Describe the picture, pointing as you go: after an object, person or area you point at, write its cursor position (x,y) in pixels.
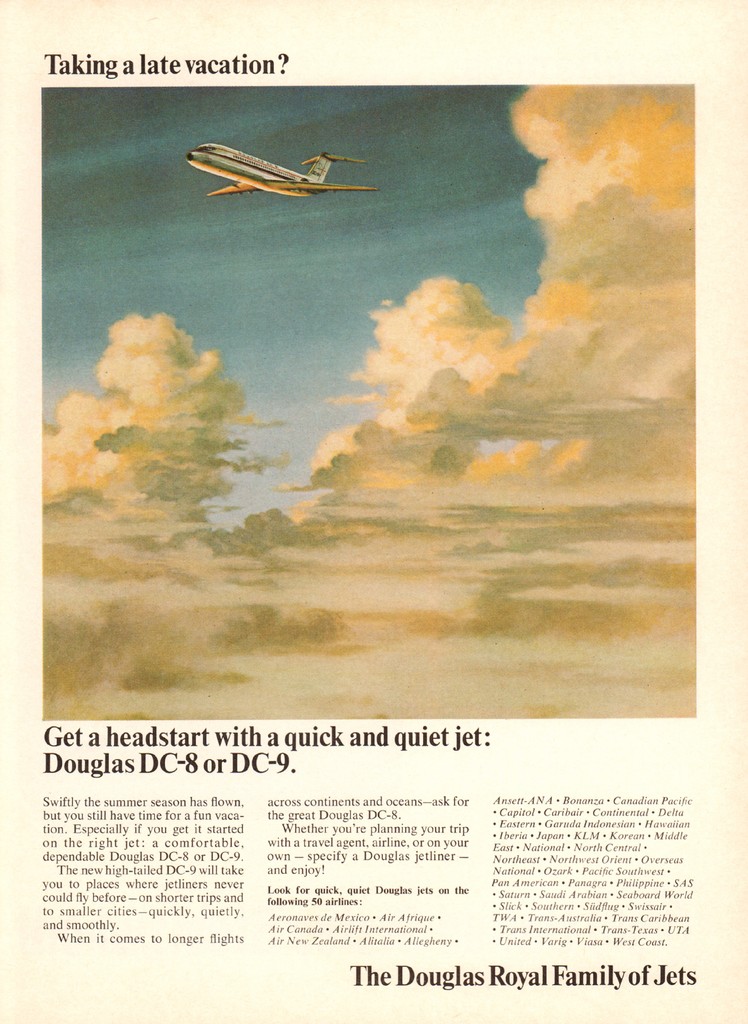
In this image there is a poster (675,156), on that poster (650,438) there are clouds (181,519) and airplane (237,159) and some text (162,59) is written on the poster (452,823).
